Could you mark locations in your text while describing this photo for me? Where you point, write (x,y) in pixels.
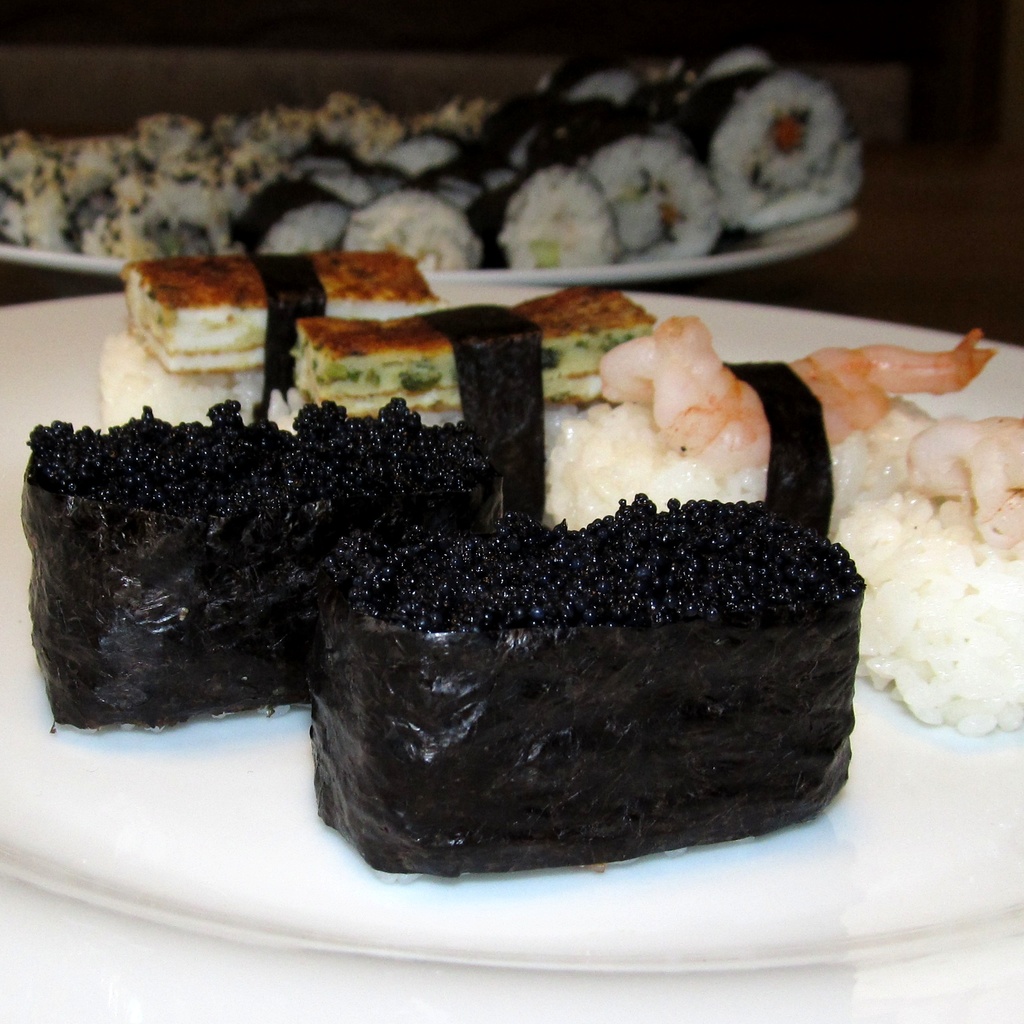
In the image we can see there are two plates (99,791), white in color. On the plate (970,773) we can see there are food items (384,312).
